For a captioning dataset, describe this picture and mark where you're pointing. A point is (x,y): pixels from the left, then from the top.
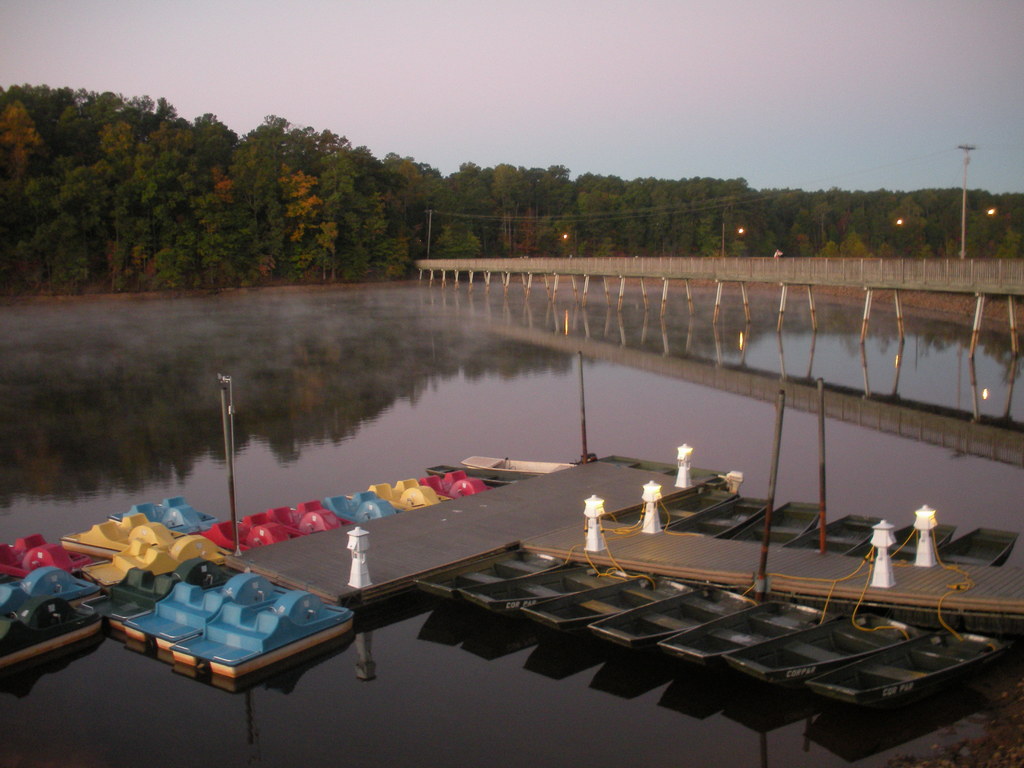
In this image I can see few boats (697,601). They are in black, red, green, blue and yellow color. I can see white poles (886,547), water (847,472), bridge (791,271), lights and trees (332,226). The sky (533,141) is in white and blue color.
